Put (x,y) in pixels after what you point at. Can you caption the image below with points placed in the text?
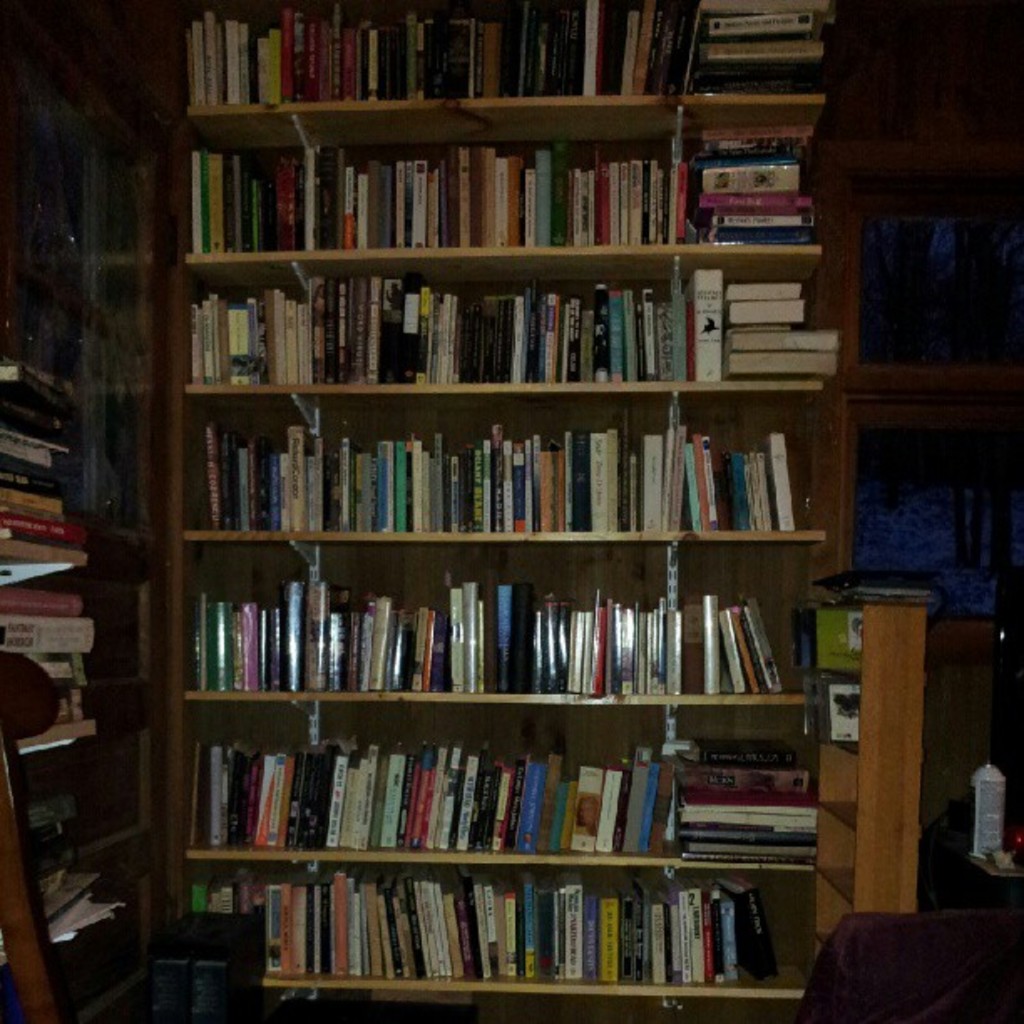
In this image there is a shelf (465,265), there are books (489,464) on the shelf (503,416), there is a wooden object (9,710) towards the left of the image (36,882), there are objects (245,989) towards the bottom of the image (895,977), there are objects (1009,740) towards the right of the image (1012,664), there is a window (931,436), there is a wall (930,80) towards the right of the image (956,133).
